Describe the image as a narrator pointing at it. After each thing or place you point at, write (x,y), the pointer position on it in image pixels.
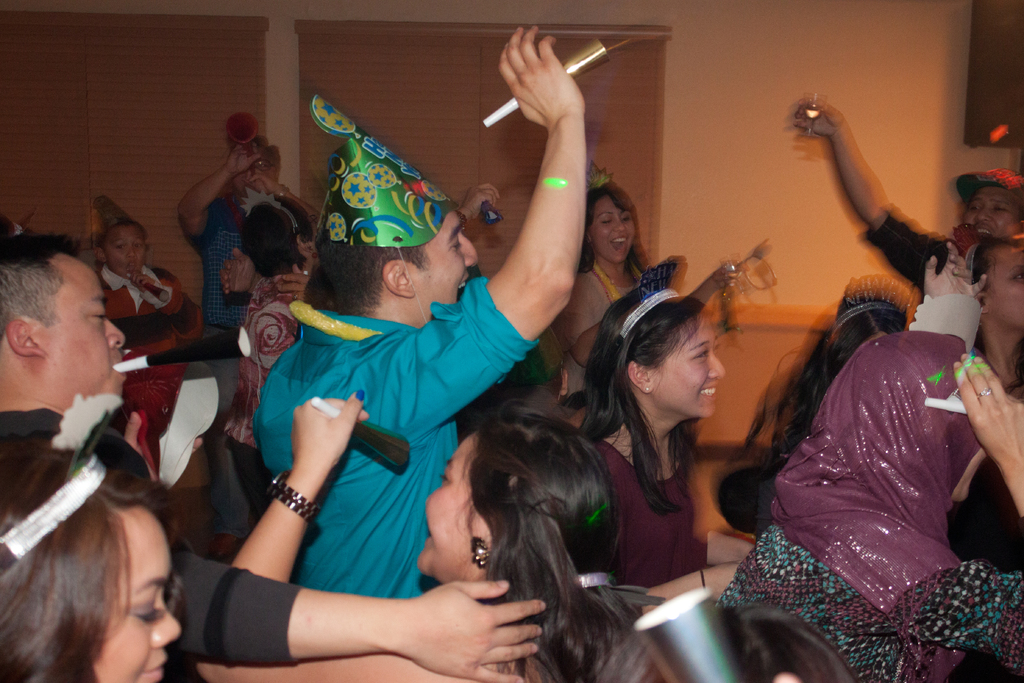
In this image we can see a group of people (442,541) are standing and smiling, in the background (764,82) there is the wall (598,10).
